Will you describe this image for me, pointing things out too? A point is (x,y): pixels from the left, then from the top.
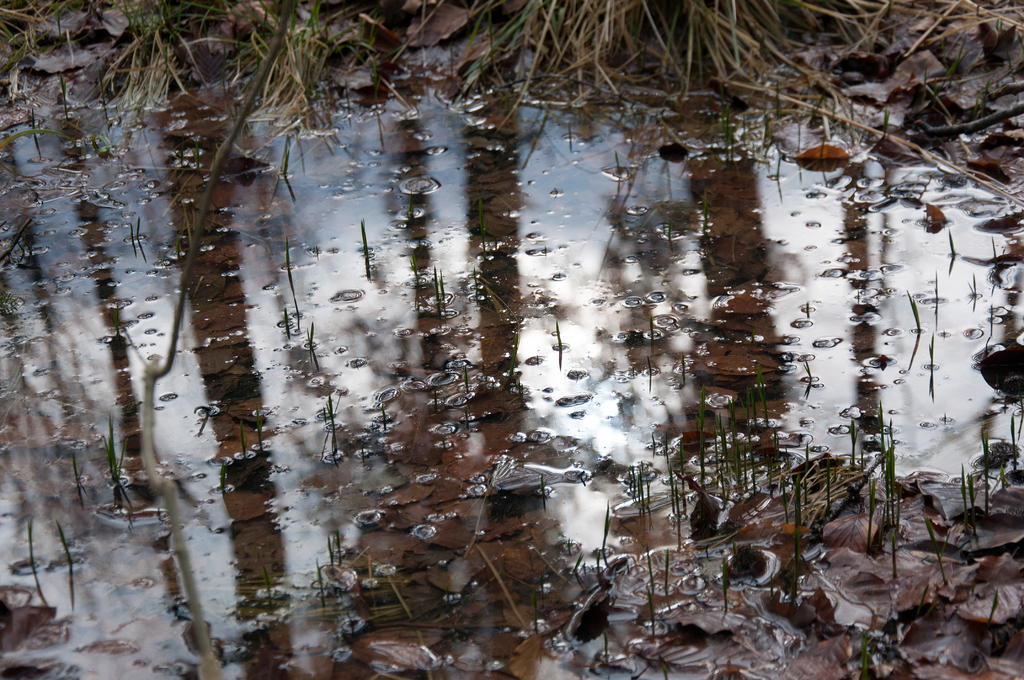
This is the picture of some water (424,477) in which there are some plants (162,476), leaves (385,506) and some water bubbles (373,522).
